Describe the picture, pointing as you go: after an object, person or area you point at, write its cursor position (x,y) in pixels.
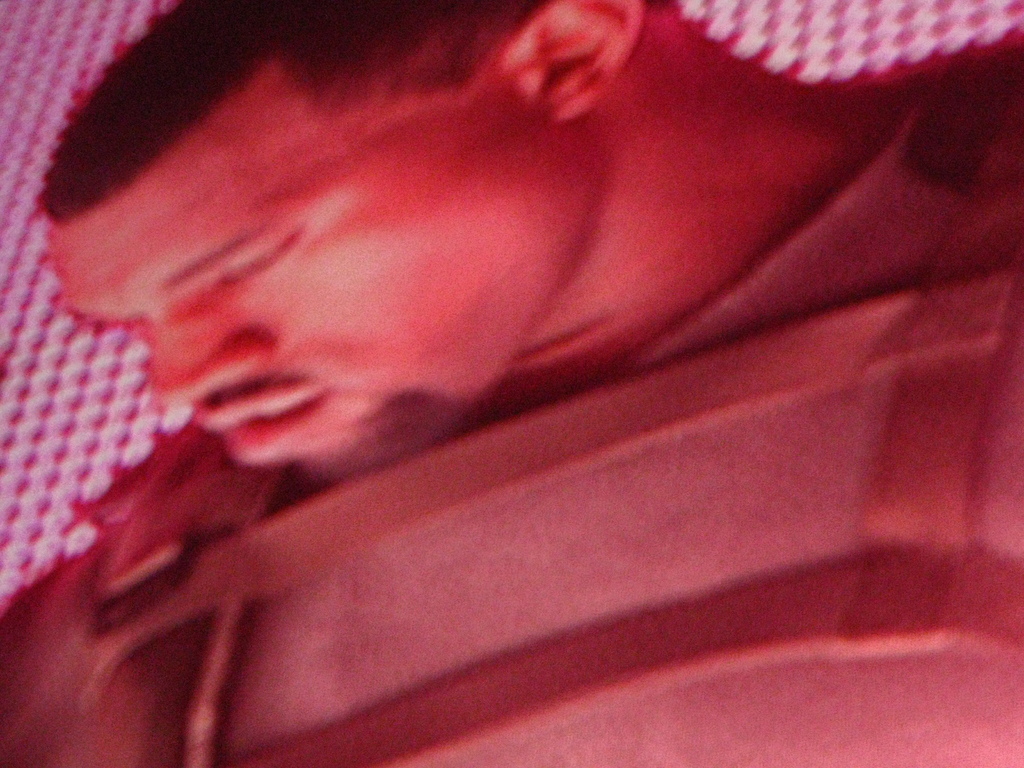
In this picture we can see a man (199,437) and in the background (853,34) we can see a cloth (884,34).
